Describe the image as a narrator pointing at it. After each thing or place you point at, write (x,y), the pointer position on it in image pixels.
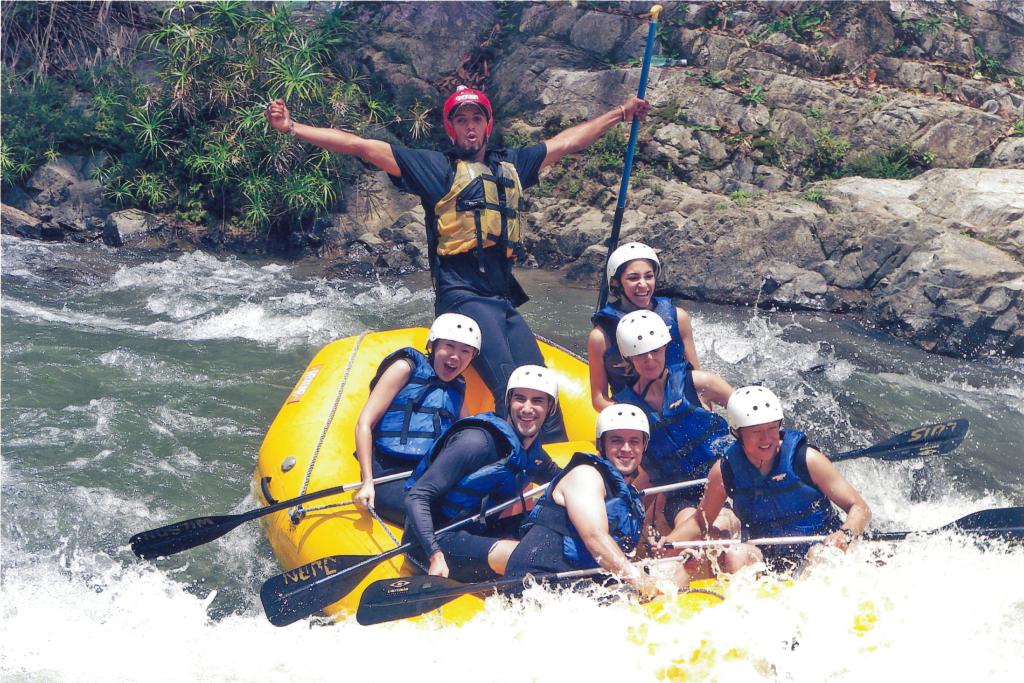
In the image we can see there are people (627,426) sitting on the boat (669,609) and they are doing river rafting.
